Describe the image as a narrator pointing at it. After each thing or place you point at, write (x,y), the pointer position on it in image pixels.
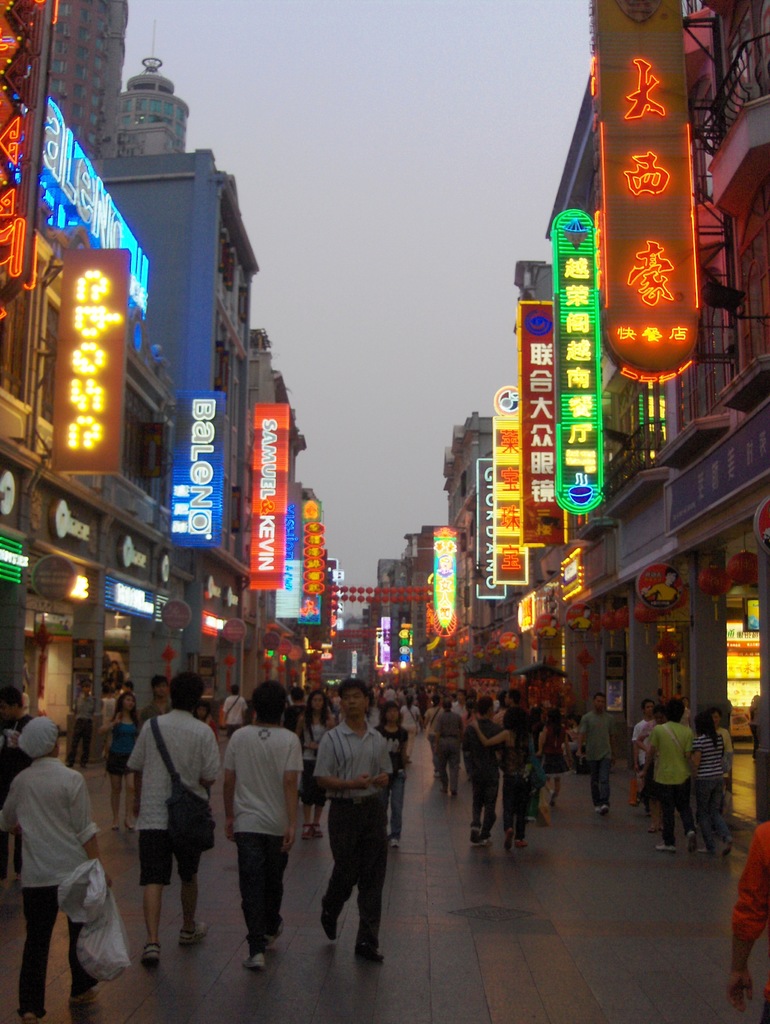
In the center of the image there are people (348,827) walking on the road (530,908). On both right and left side of the image (116,382) there are buildings (281,386) and advertisement boards (548,422). In the background of the image (488,228) there is sky (433,216).
